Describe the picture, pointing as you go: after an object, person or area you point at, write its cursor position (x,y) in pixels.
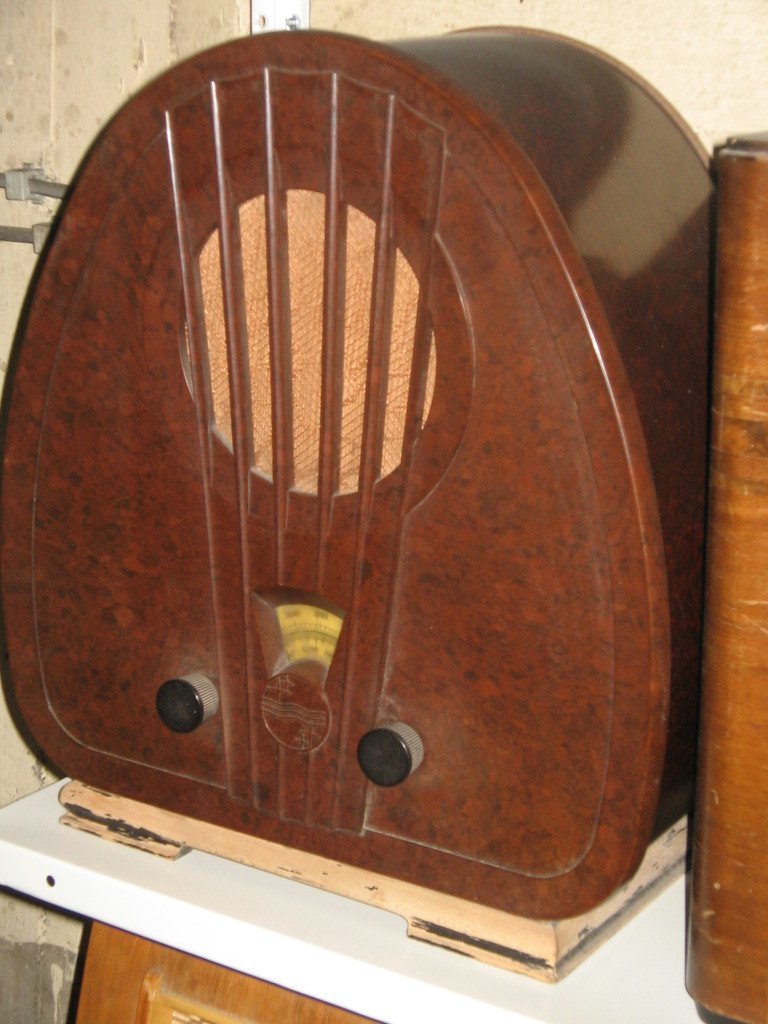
In this image there is a wooden object (591,711) on the table (148,916). There are knobs (186,709) and a scale (296,644) on the object (323,640). Behind it there is a wall (94,60).
